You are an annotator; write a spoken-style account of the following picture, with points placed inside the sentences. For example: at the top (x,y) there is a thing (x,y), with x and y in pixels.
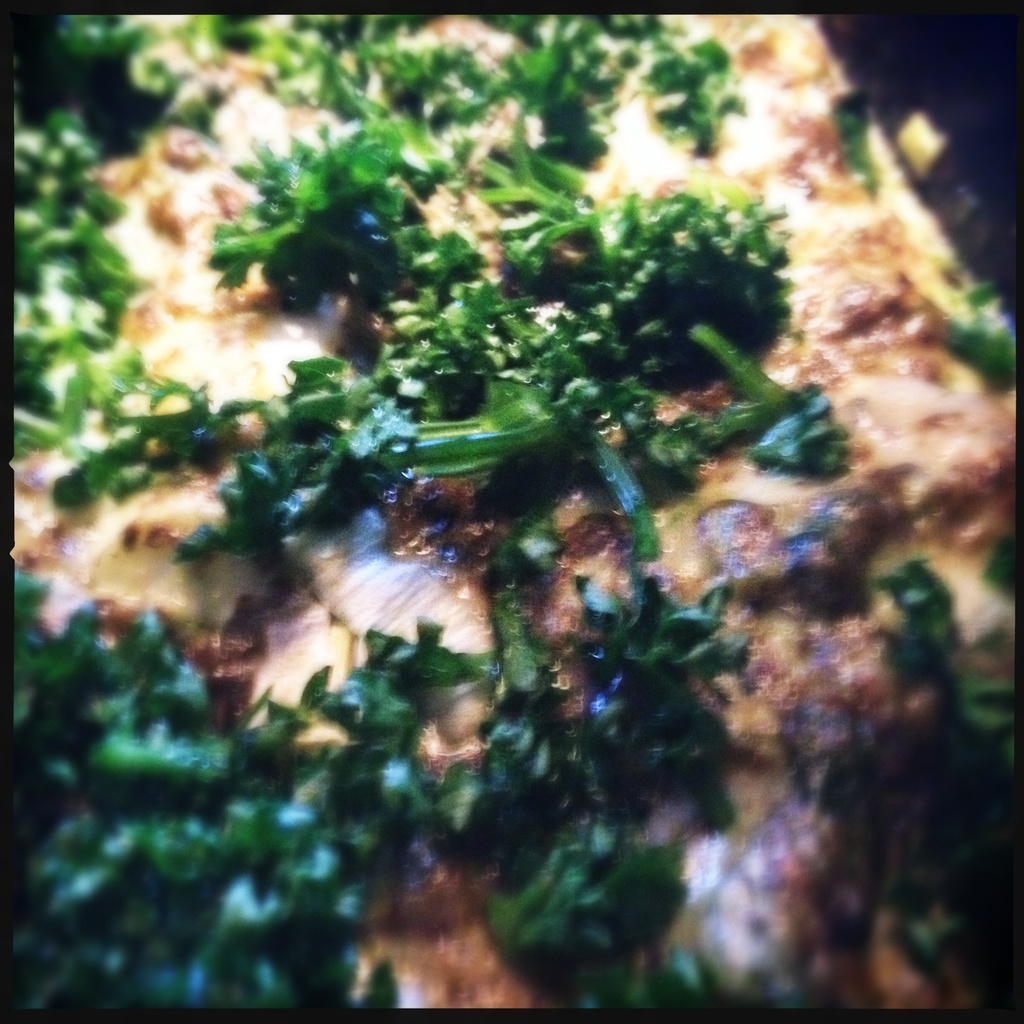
In this picture we can see pizza (924,698) and green color vegetable (483,360) on this tray (983,209).
